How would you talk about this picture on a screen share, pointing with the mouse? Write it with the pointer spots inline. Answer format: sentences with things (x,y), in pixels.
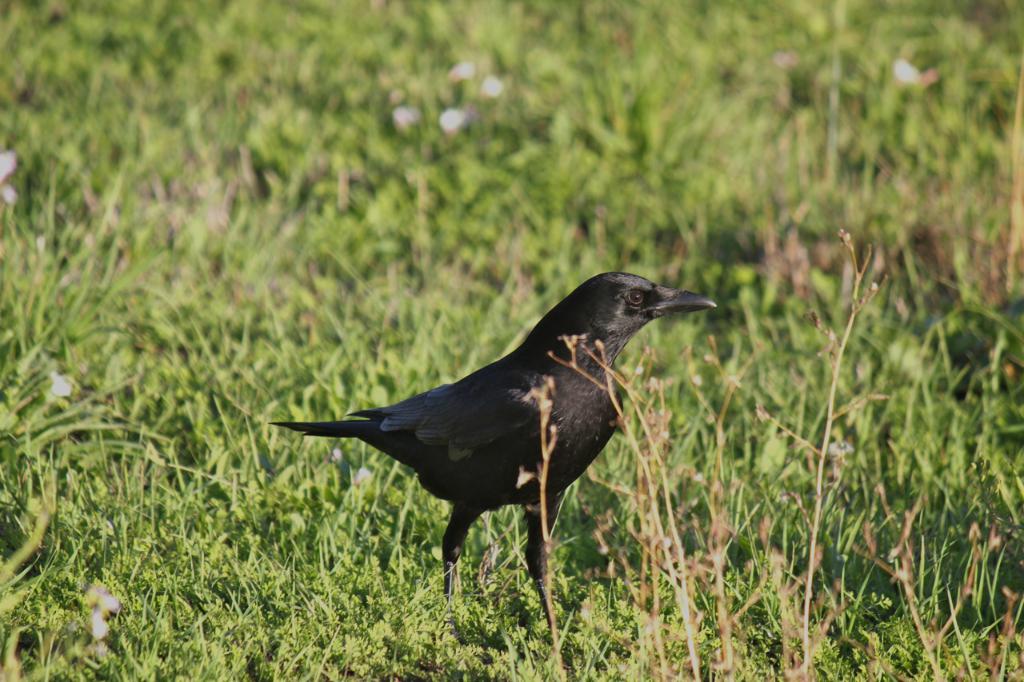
There is a crow (459,478) standing on the grasses (564,551).
